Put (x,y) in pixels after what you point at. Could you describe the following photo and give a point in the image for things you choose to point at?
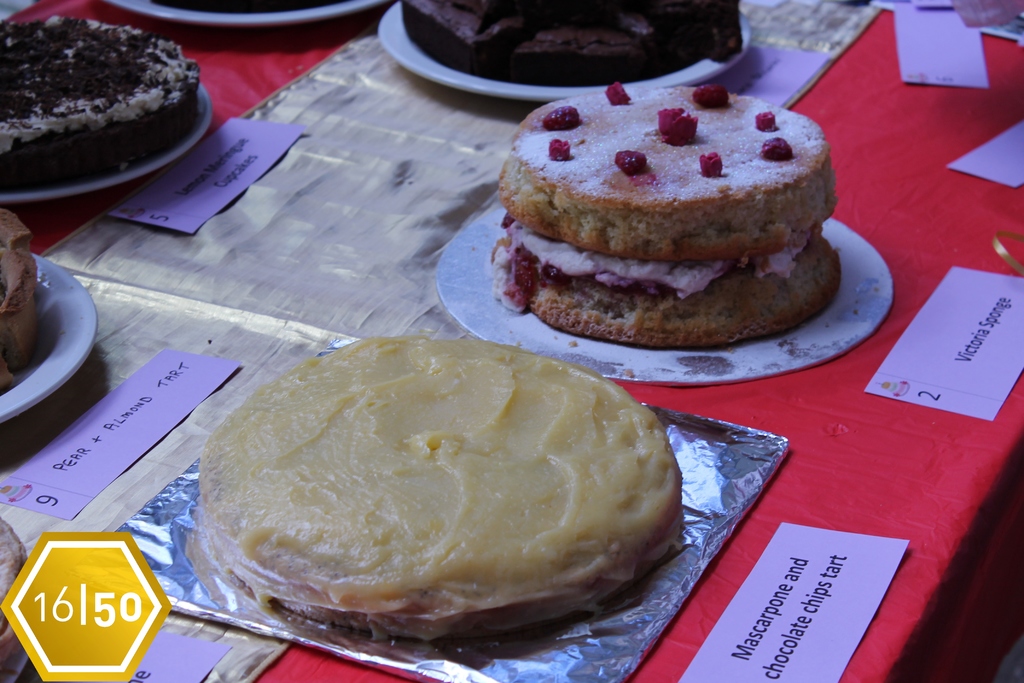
In this image there is table (989,261), on that table (912,475), there is a red cloth (876,463), on that there are different types of cakes (557,251).
